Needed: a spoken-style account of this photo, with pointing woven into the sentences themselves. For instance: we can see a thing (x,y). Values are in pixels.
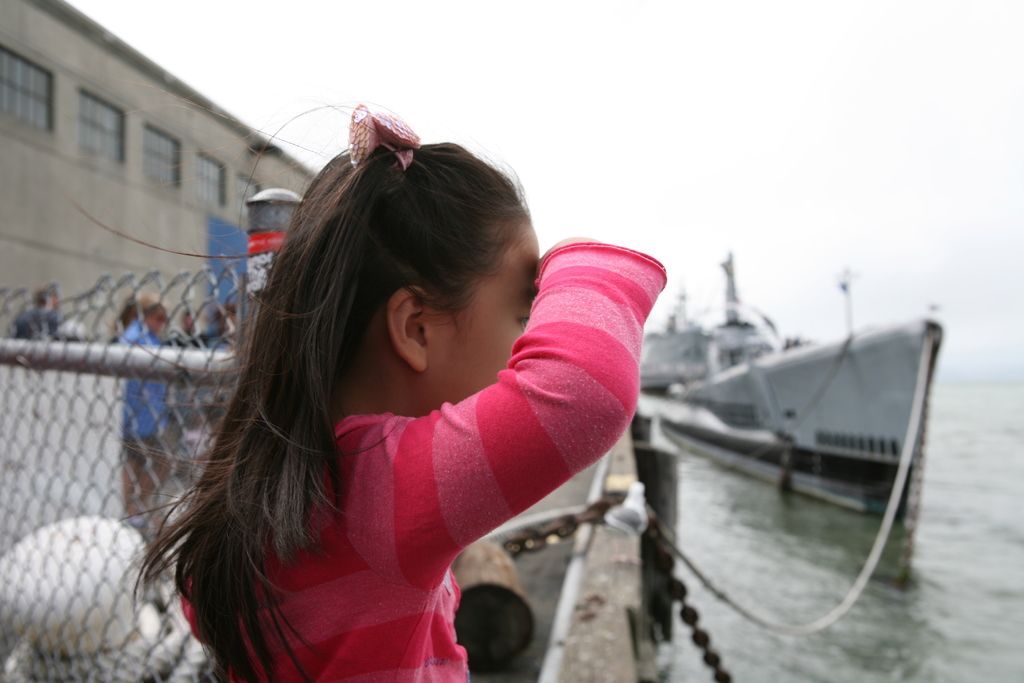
In this image I can see a girl (529,327) in pink dress (516,389). I can also see fencing (204,421), building (63,203), water (717,479) and in it I can see a ship (871,466). I can also see few people (206,333) are standing over there and I can see this image is little bit blurry from background (806,520).
